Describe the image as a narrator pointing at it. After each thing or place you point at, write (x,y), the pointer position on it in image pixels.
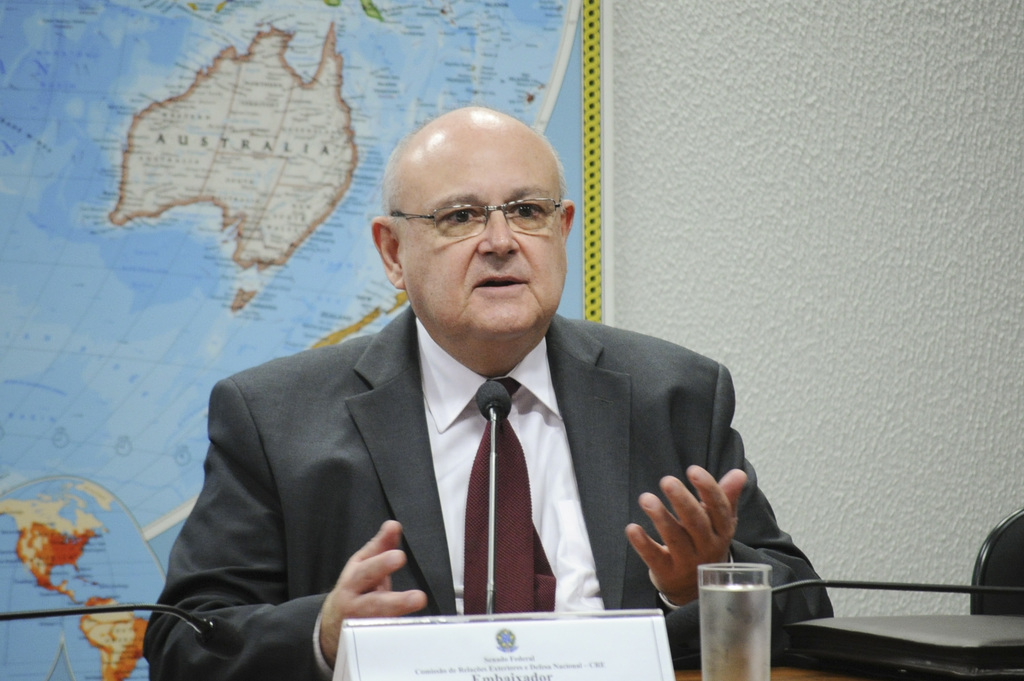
In this image there is a man (695,512) sitting on a chair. In front of him there is a table (801,670). There are microphones (164,606), a glass (751,618), a name board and a box (951,633) on the table (784,680). Behind him there is a wall (790,175). There is a map (175,218) hanging on the wall (705,118).
